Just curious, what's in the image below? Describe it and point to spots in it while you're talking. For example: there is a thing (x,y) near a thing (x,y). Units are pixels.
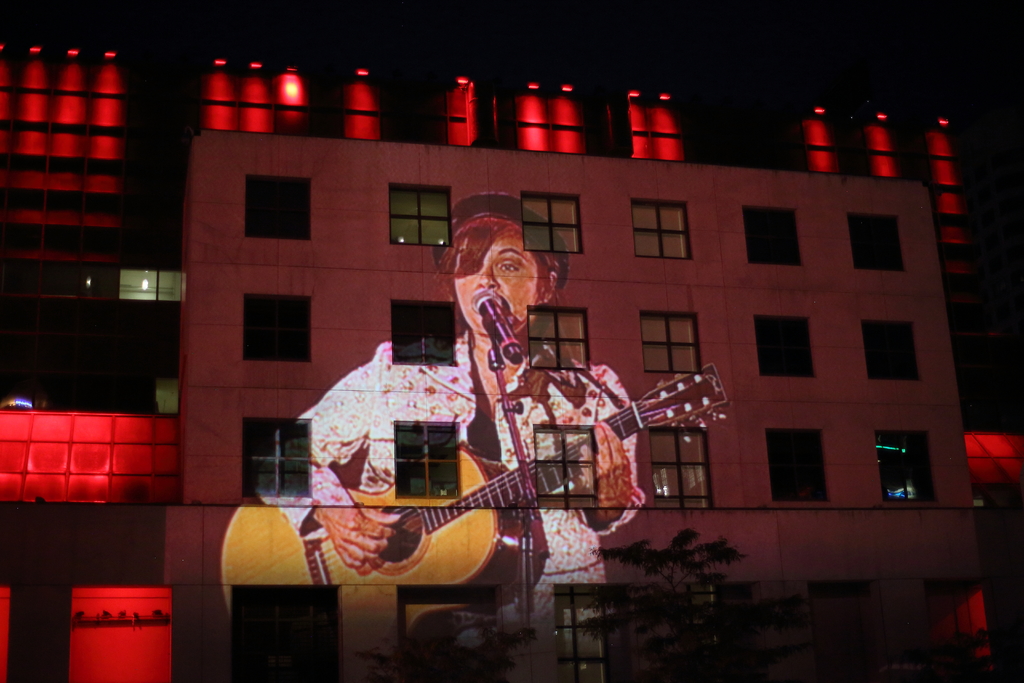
There is a image of a woman (519,398) on the wall (527,346) singing on mic (510,341) and playing guitar (463,539). We can see windows (154,287), lights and building (811,317) in the image.
